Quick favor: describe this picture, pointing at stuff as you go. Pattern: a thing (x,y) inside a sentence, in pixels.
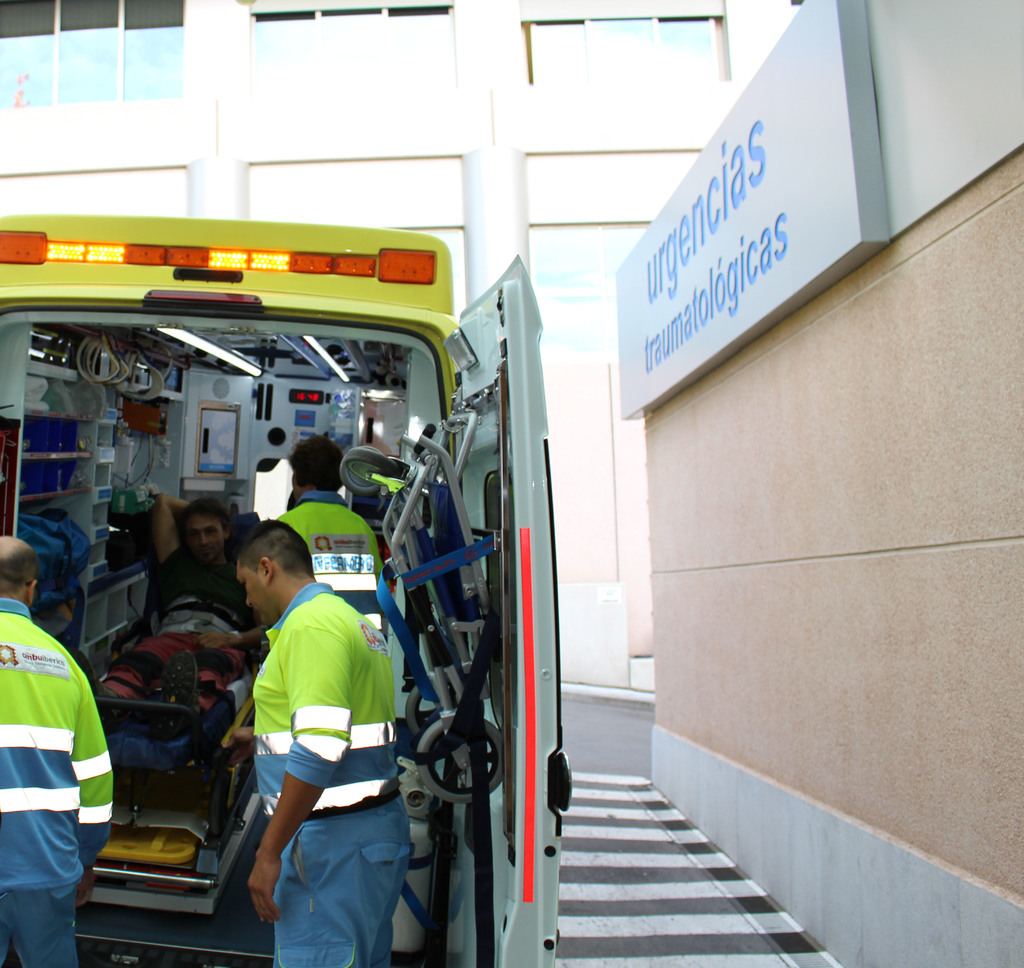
This picture is clicked outside. On the right (754,220) we can see the text (740,172) on the board (740,172) which seems to be attached to the wall (858,559) of the building (834,912) and we can see the zebra crossing like thing (642,876). On the left (298,565) we can see the two people (267,587) standing on the ground (612,734) and we can see the two people (218,548) seems to be sitting in the vehicle (207,371) and we can see the lights (343,371) and many other objects (349,425) in the vehicle (182,399). In the background (285,40) we can see the building (621,175) and the ground (627,706).
